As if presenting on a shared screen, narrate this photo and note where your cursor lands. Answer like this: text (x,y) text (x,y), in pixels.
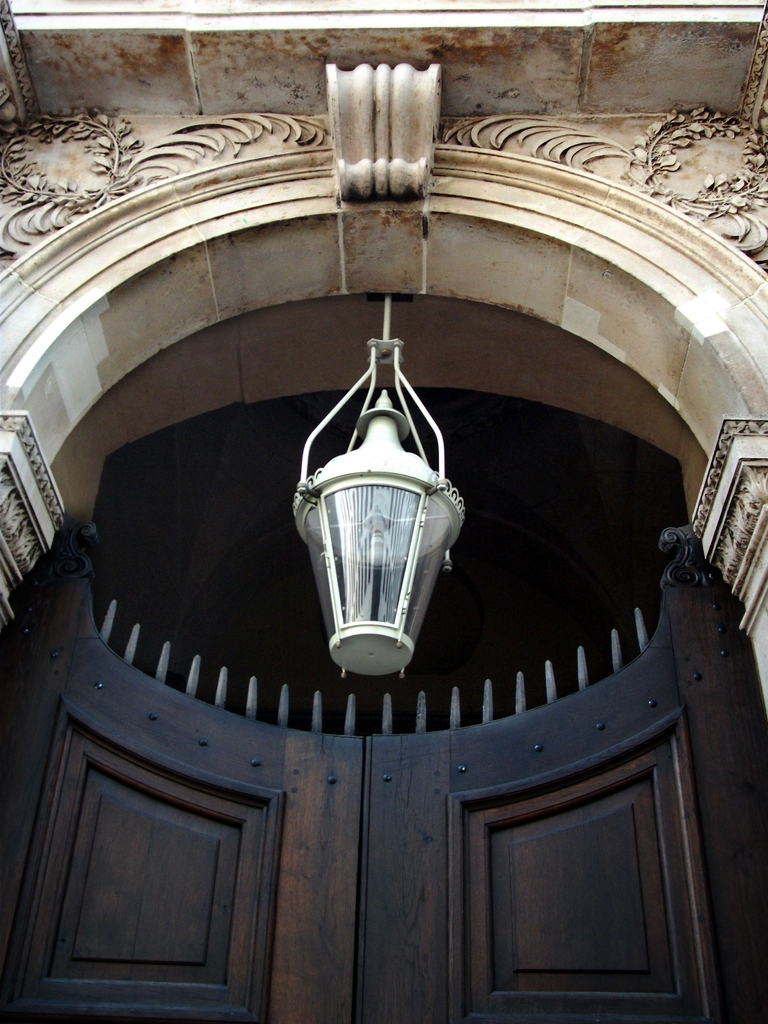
In this picture we can see one building (12,202), we can see one lamp (368,596) is hanged at the entrance (376,834).
